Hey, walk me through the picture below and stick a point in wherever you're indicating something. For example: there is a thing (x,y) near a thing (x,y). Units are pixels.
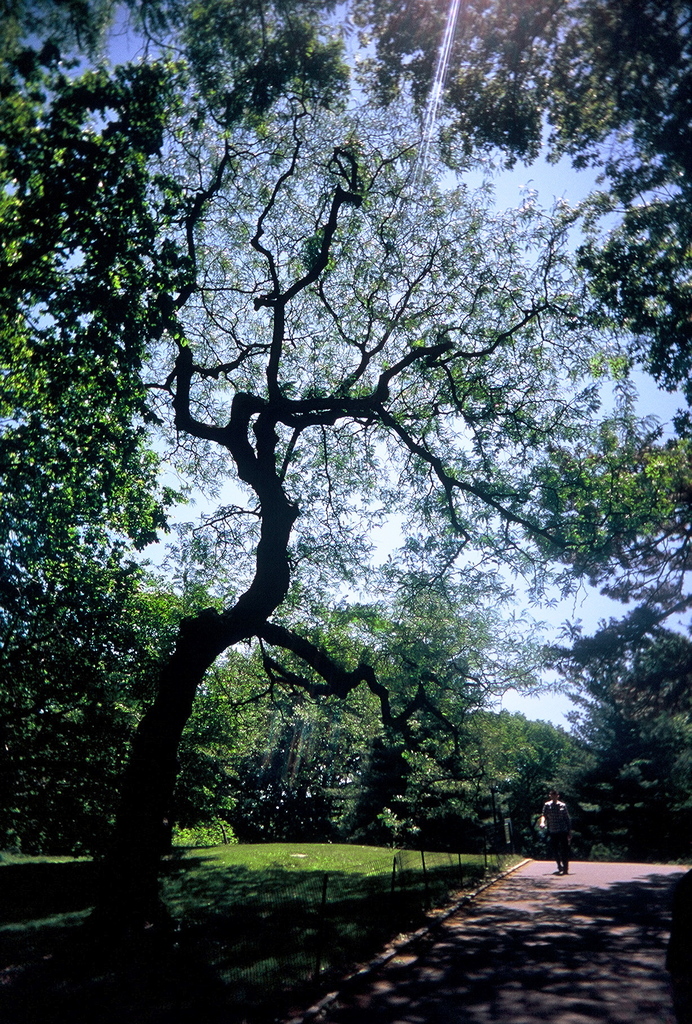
In this image we can see a person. There is a walkway (581,982) in the image. There are many trees (314,742) and few plants (218,830) in the image. There is a grassy land (243,894) in the image. We can see the sky (507,180) in the image.
